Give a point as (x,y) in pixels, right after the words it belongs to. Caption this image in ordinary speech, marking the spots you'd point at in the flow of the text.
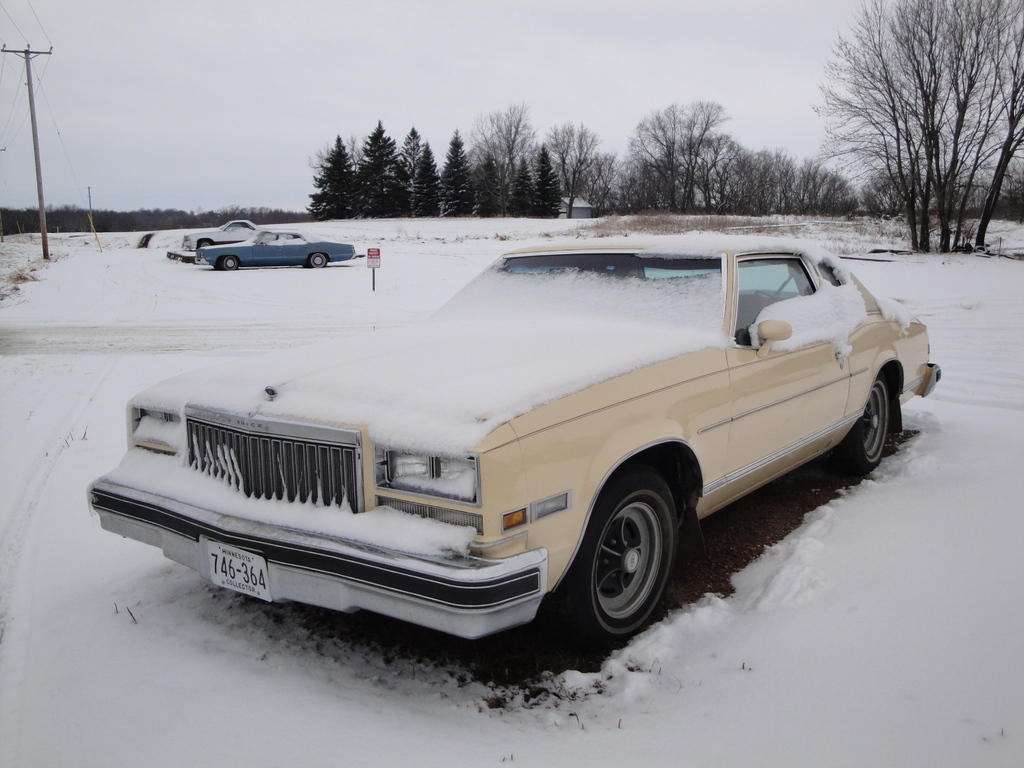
In this image I can see snow (754,693) on the ground (794,699) and a car (725,425) which is cream in color on the ground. I can see some snow (556,350) on the car (574,443). In the background (38,60) I can see few cars (235,225), a pole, few wires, few trees (10,221), a building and the sky (361,90).
